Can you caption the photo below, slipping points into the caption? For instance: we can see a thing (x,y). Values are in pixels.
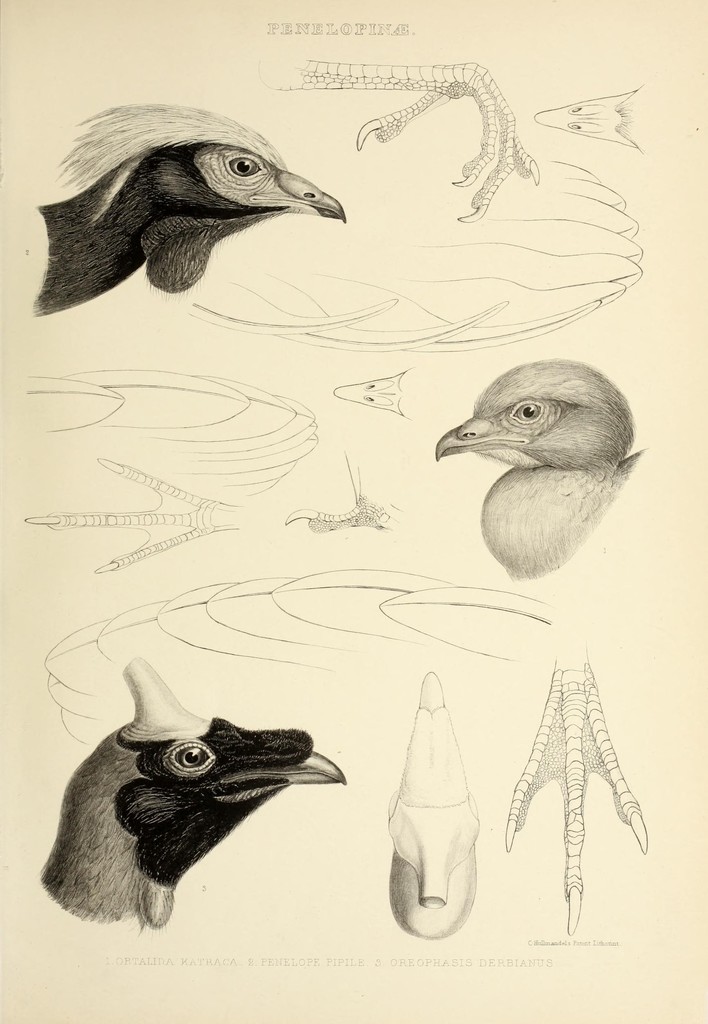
In this picture I can see a paper (227,358) with some drawings (274,322) and words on it.
